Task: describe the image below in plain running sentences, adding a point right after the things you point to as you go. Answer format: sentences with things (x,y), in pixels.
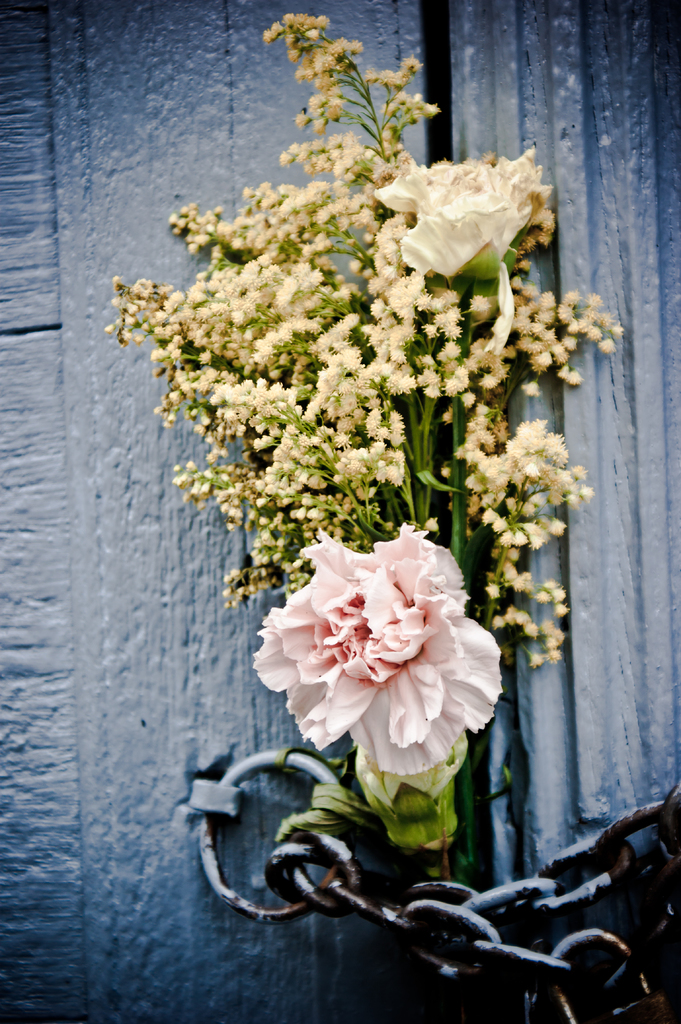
In this picture we can see flowers (417,415) in the front (422,475), at the bottom (581,969) there is a chain (465,948), in the background (230,151) we can see a door (264,107).
